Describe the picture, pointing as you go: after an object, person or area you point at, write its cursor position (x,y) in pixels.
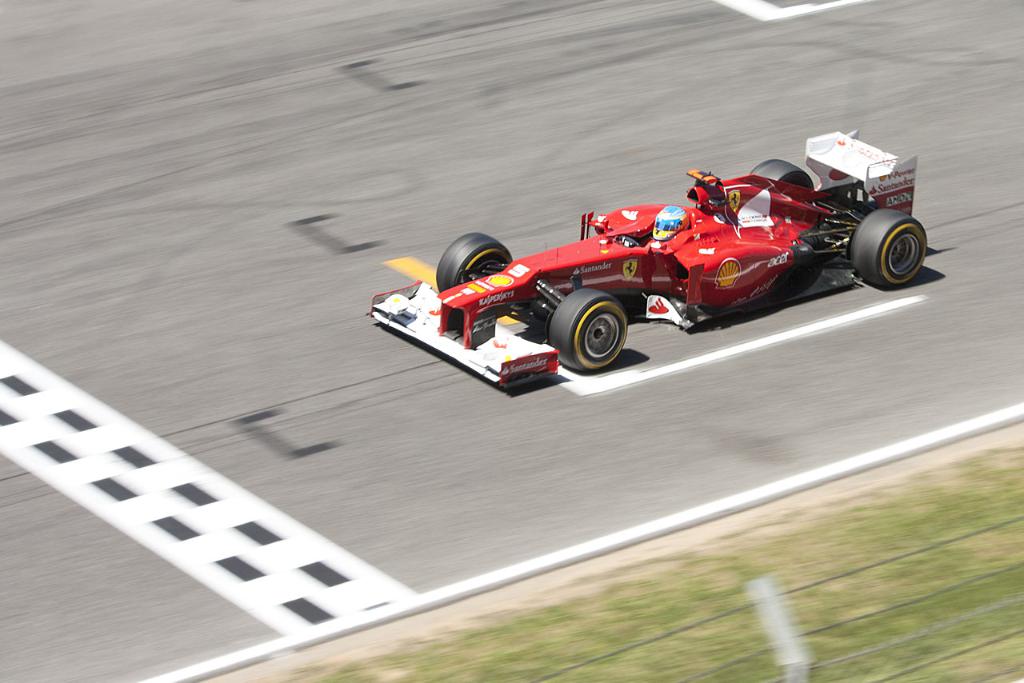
In this picture we can see the wires (592,660) and some grass (731,605) on the ground (717,546). We can see a helmet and a car (719,299) on the road (501,153).
